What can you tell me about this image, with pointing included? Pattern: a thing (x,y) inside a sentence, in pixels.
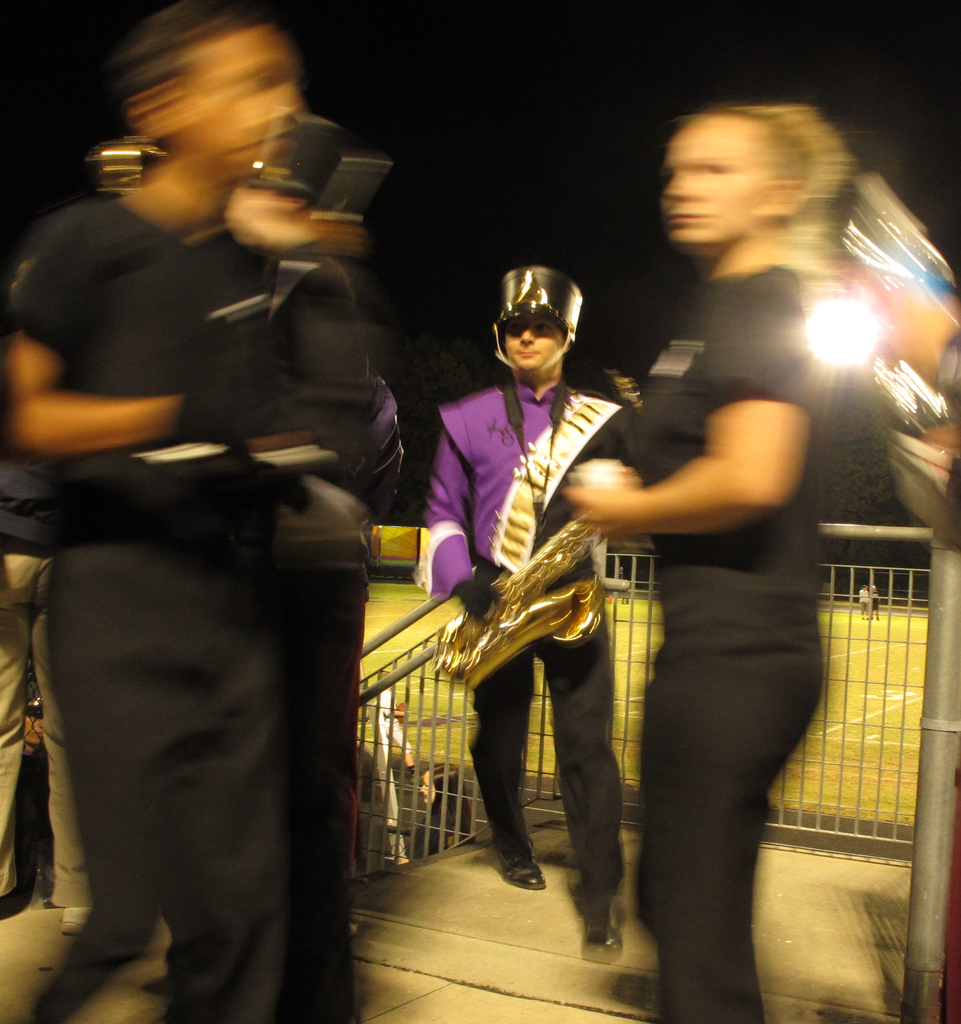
In this image there are a group of people (725,694) standing and they are holding some things (522,582), and in the background (916,683) there is a railing (945,700), ground (900,657) and some persons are standing. At the bottom (581,975) there is walkway (417,910).
